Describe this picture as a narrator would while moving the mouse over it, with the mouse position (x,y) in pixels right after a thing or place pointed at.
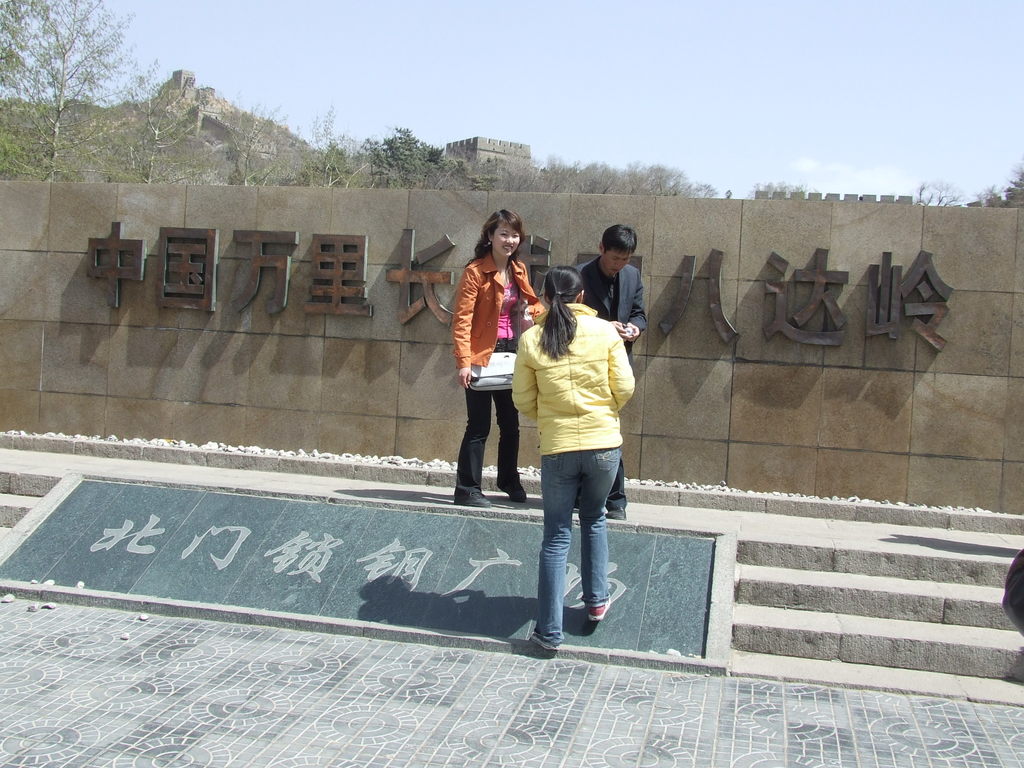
In this picture, we see two women (527,333) and a man (619,281) is standing. The woman (478,403) on the left side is wearing the bag (495,374) and she is smiling. At the bottom (375,662), we see the pavement (515,675). On the right side (795,591), we see the staircase (848,593). Behind them, we see a wall (321,346) and we see the text (123,277) on the wall (262,369). In the background (267,117), we see the trees (156,103), rocks (185,110) and a castle (468,150) or a fort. At the top (614,112), we see the sky (620,86).
